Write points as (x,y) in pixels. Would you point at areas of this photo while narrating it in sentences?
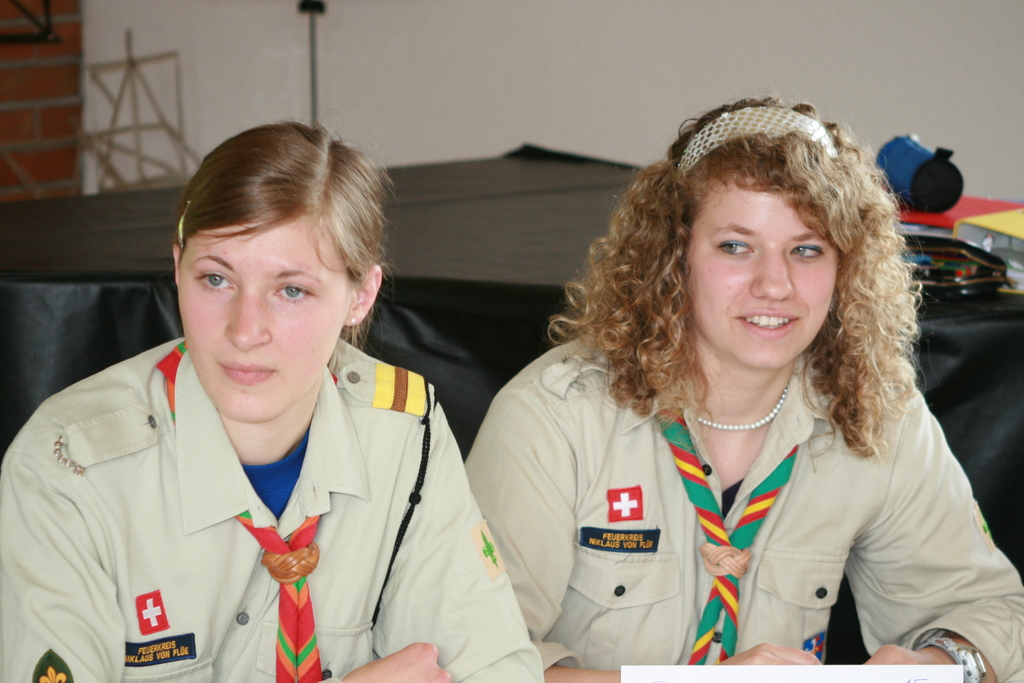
In this image there are two women (732,573) sitting on chairs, in the background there is a table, on that table (442,173) there are few items (960,212) and there is a wall (489,58).
